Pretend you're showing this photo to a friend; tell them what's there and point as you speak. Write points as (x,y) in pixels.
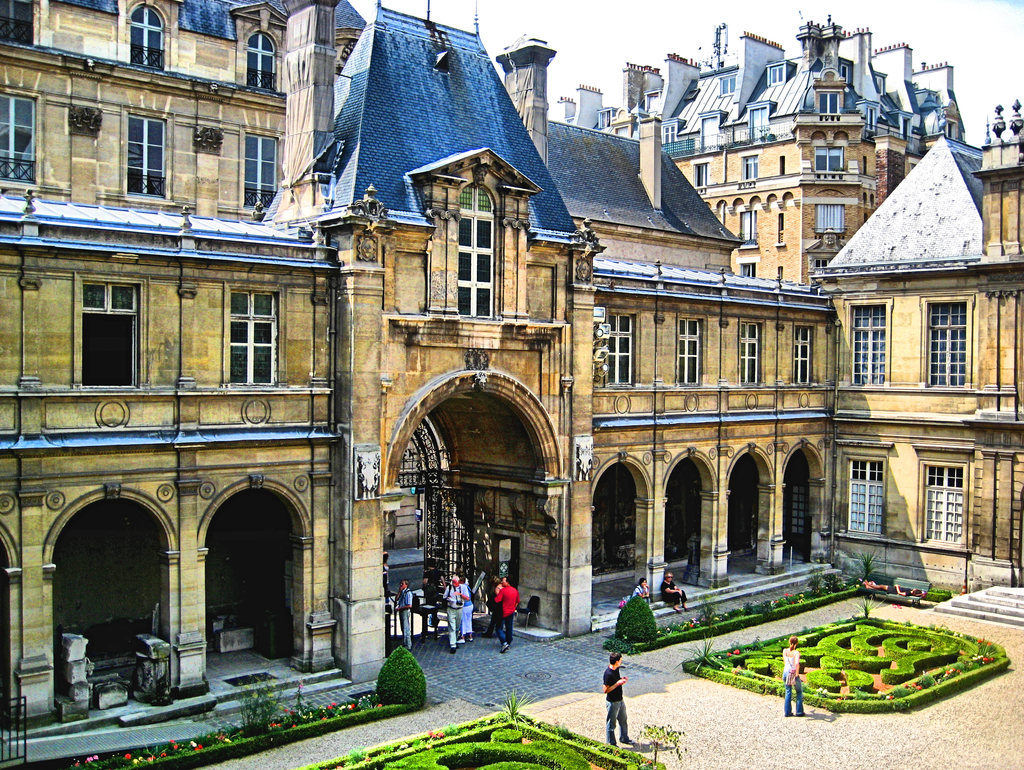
In this image there is a huge building (490,387), at the center of the building (531,460) there is an arch (500,403), beneath the arch (543,500) there are a few people (459,583) walking and few people (614,712) are standing, there are plants (170,763), flowers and trees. In the background (592,47) there is the sky (628,41).
